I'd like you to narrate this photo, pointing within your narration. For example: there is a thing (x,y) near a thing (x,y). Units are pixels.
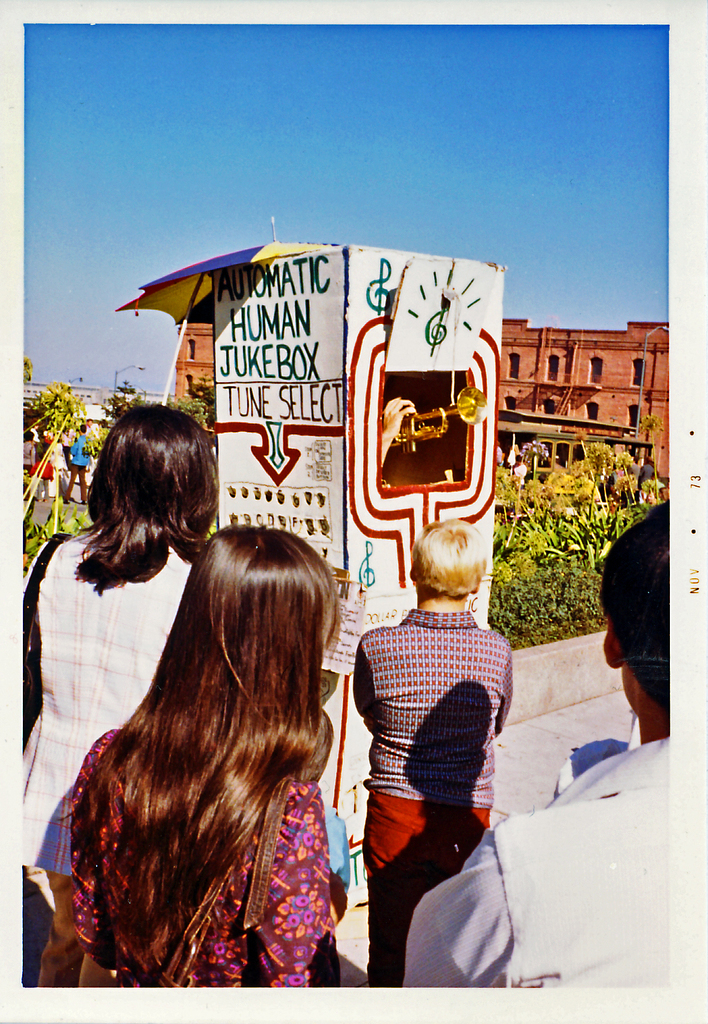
At the bottom of the image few people (120,478) are standing. In front of them we can see a box (441,338). Behind the box (456,360) we can see some plants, buildings (547,379), trees (55,398) and poles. At the top of the image (252,25) we can see the sky (252,25).
